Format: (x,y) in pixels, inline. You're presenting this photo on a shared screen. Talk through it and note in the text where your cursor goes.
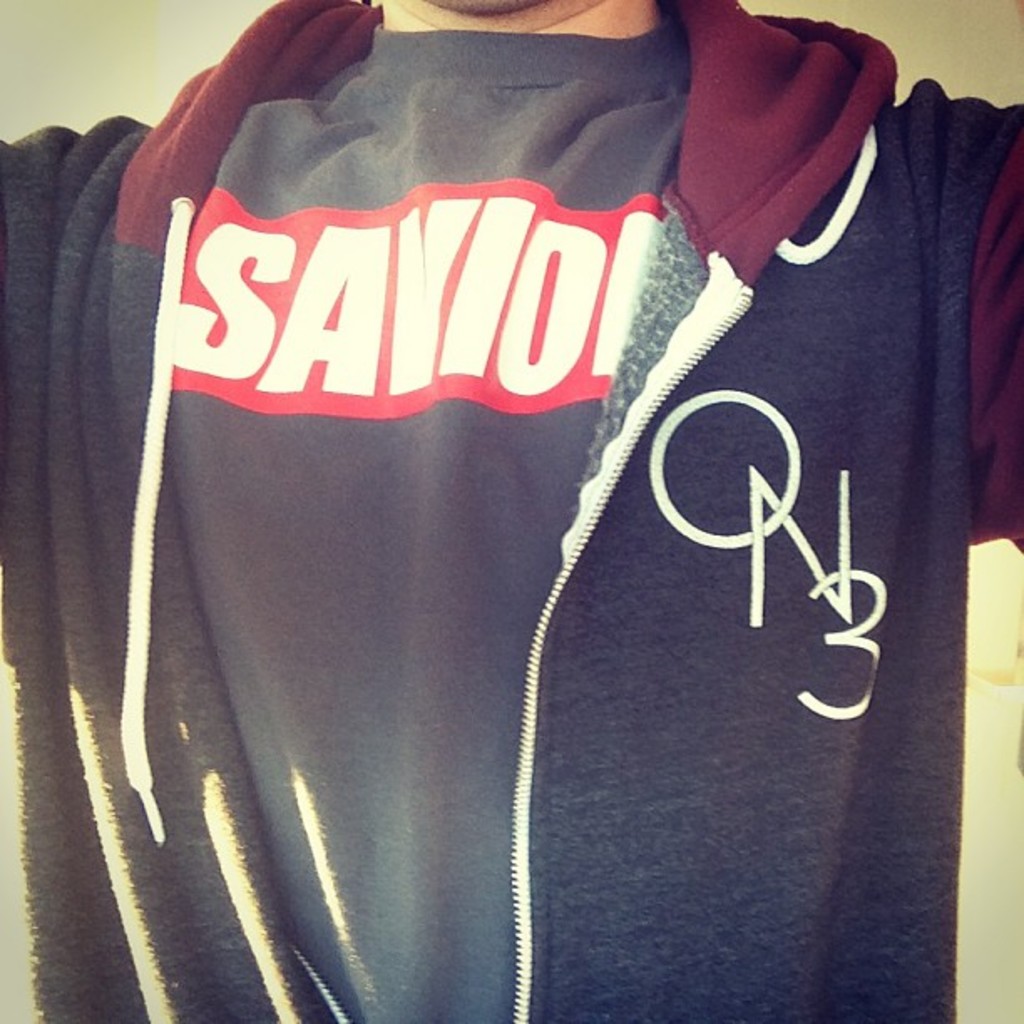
In this image we can see a person (763,535) wearing the jacket (654,337).
